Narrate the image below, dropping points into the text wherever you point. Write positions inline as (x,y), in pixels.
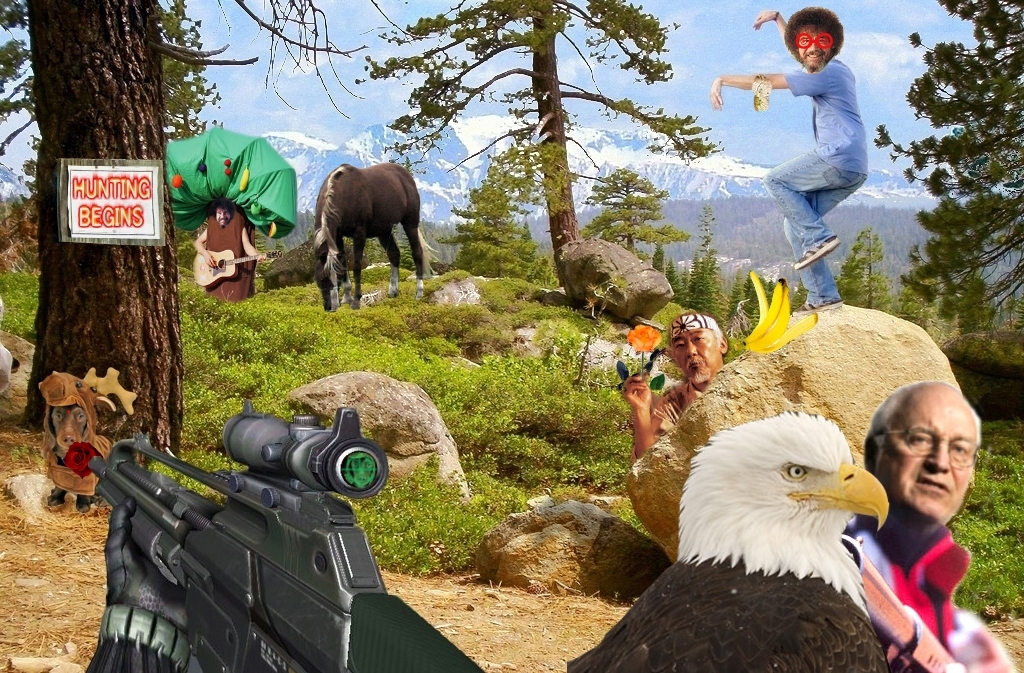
This image is a depiction. At the bottom of the image (848,558) we can see eagle (731,588), gun (318,569) and person (890,508). On the right side of the image (793,202) we can see person (791,163) standing on the stone (727,373) and person (704,383) holding a flower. On the left side of the image (59,0) we can see tree (100,129), horse (338,210) and person (235,280) holding guitar (232,265). In the background (322,160) we can see mountains (304,164), trees (951,202), sky (681,84) and clouds (334,60).
